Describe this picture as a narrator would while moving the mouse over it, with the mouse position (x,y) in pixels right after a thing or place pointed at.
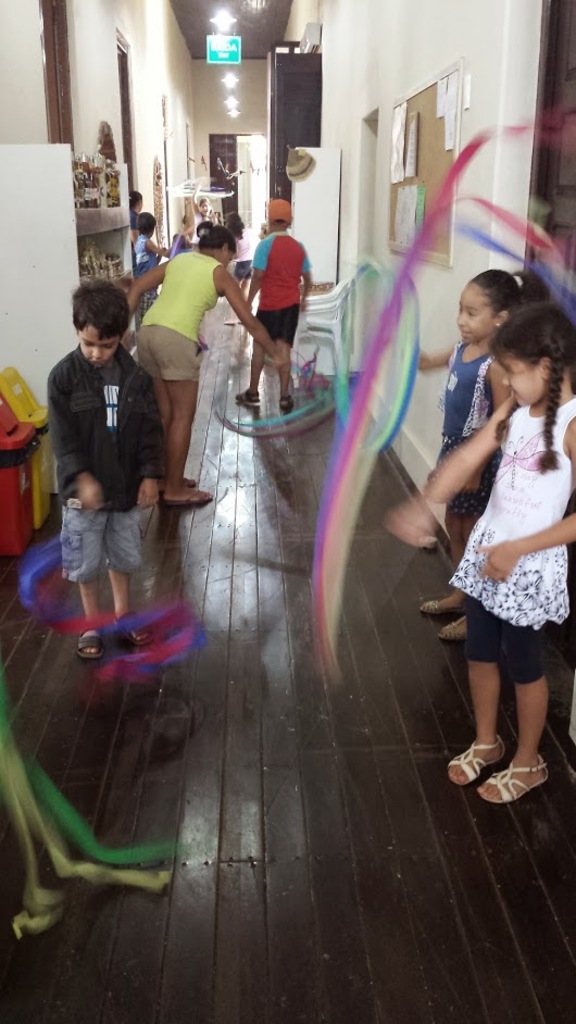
In this image there are some kids (544,534) and lady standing on the floor (256,855), beside them there is a wall (479,97) with notice board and on other side there is a shelf (49,242) with some things (90,267) in it.
